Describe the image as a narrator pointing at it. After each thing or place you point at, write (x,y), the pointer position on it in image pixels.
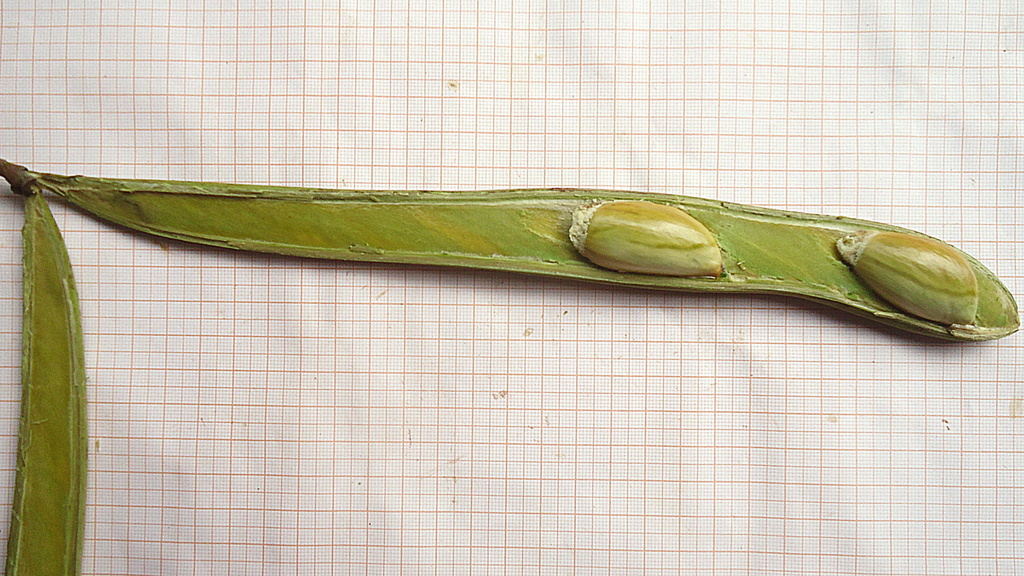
In this picture, we see the beans (670,215) in green color. In the background (501,121), we see a cloth (610,503) or a sheet (650,471) in white color.
